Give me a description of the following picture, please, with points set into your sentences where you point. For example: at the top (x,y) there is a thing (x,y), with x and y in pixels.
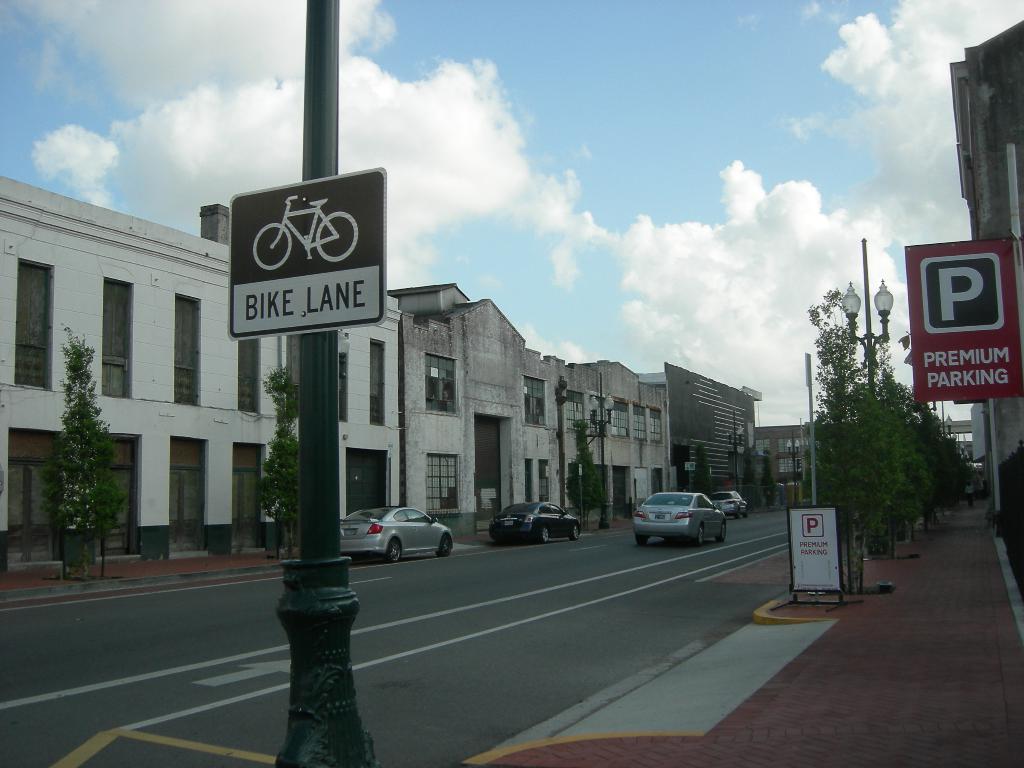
There are cars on the road (514,623). Here we can see trees (935,435), poles (813,387), boards (305,311), lights (879,304), and buildings (642,434). In the background (642,250) there is sky (641,123) with clouds (810,217).
